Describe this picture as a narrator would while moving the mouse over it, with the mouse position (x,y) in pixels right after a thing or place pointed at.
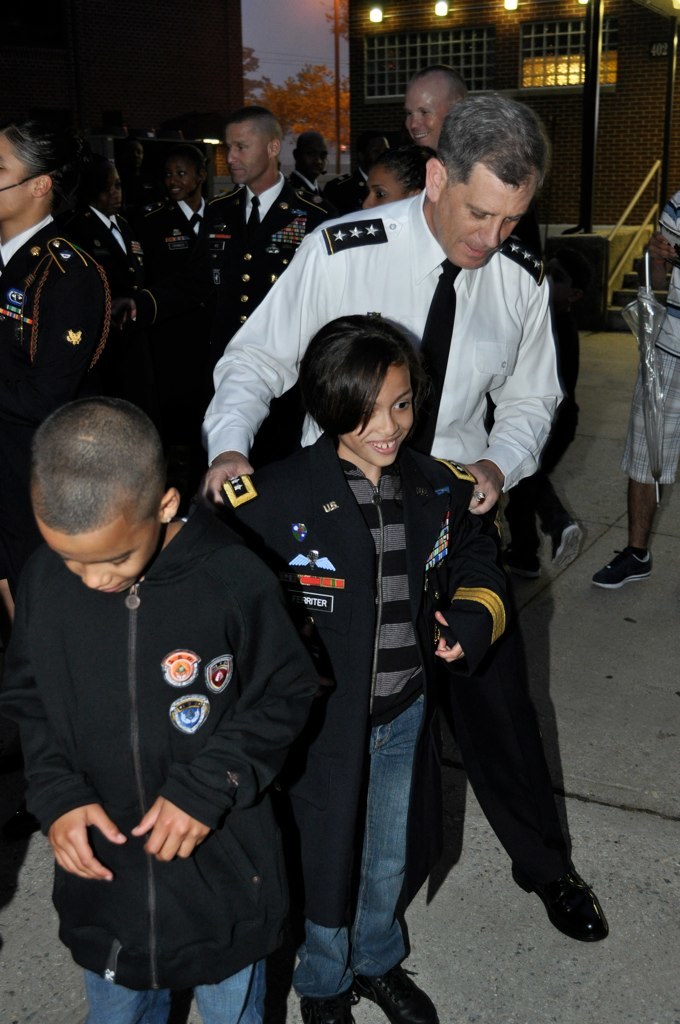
In this image, we can see person (446,273) and kids (341,561) wearing clothes (349,539). There are lights (514,3) on building (427,63). There is a pole (586,121) in the top right of the image (583,137). There are steps (619,302) on the right side of the image (632,299).
